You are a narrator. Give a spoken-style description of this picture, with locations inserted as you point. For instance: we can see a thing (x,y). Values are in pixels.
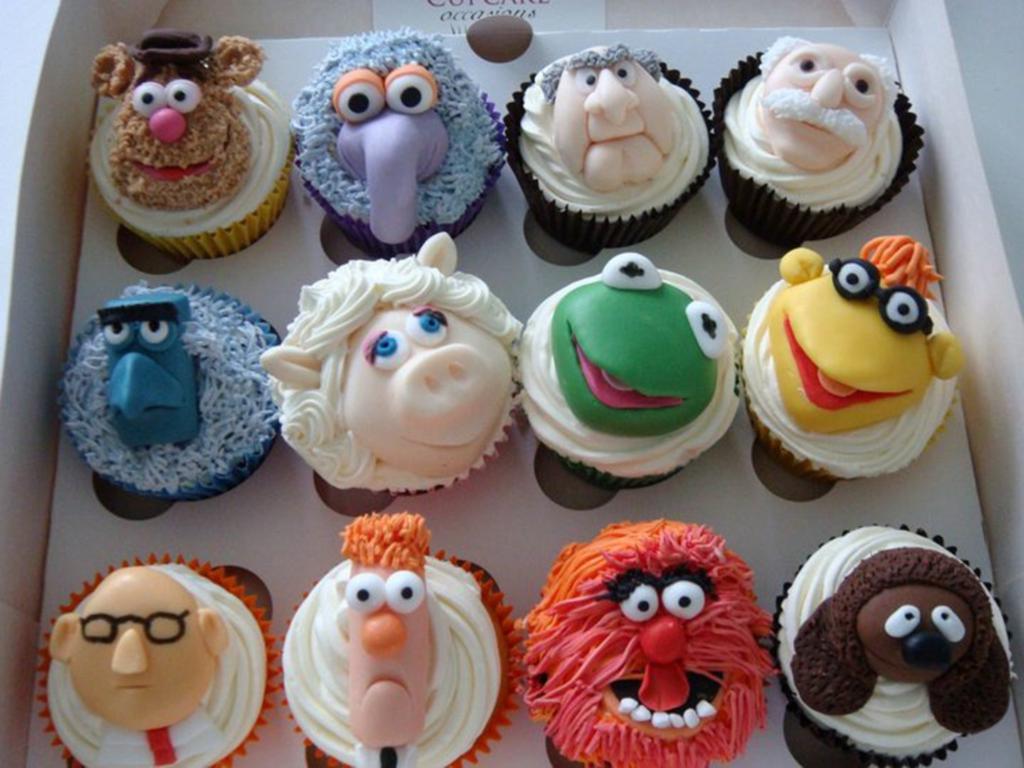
In the image we can see there are muffins (360,428) decorated with cream (554,381) as cartoon faces (576,376) on it. The muffins (482,325) are kept in the box (456,525).
